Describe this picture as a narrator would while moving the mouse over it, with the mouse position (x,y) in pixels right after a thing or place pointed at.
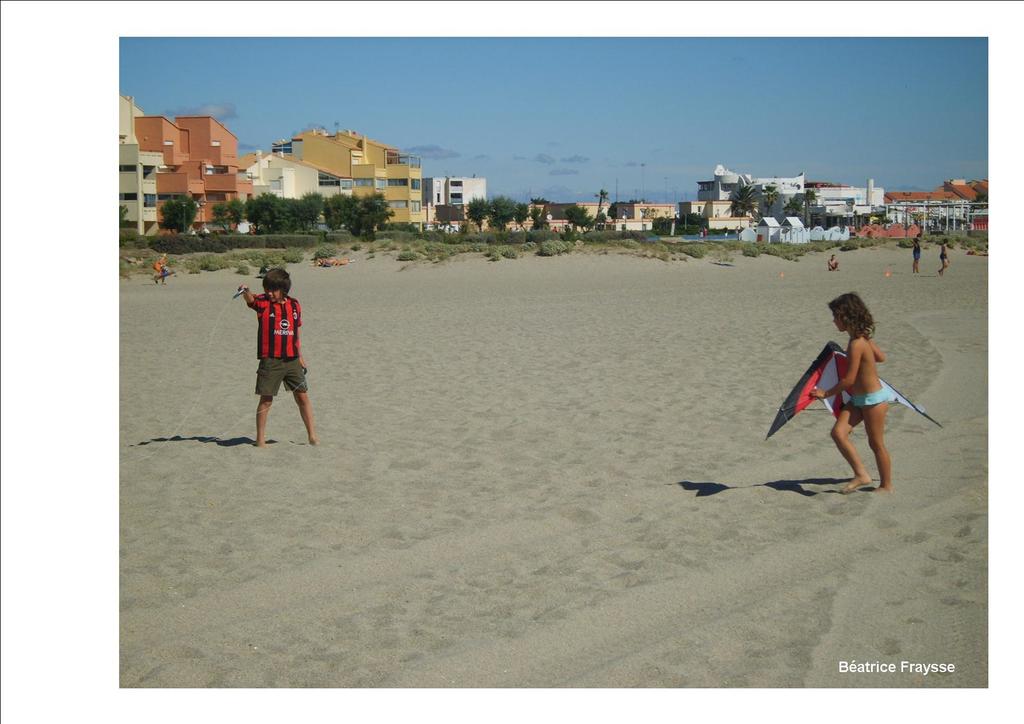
In this picture there are children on the right (838,398) and left side of the image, it seems to be they are flying kites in the image and there are poles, trees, and buildings (229,179) in the background area of the image (271,222).
